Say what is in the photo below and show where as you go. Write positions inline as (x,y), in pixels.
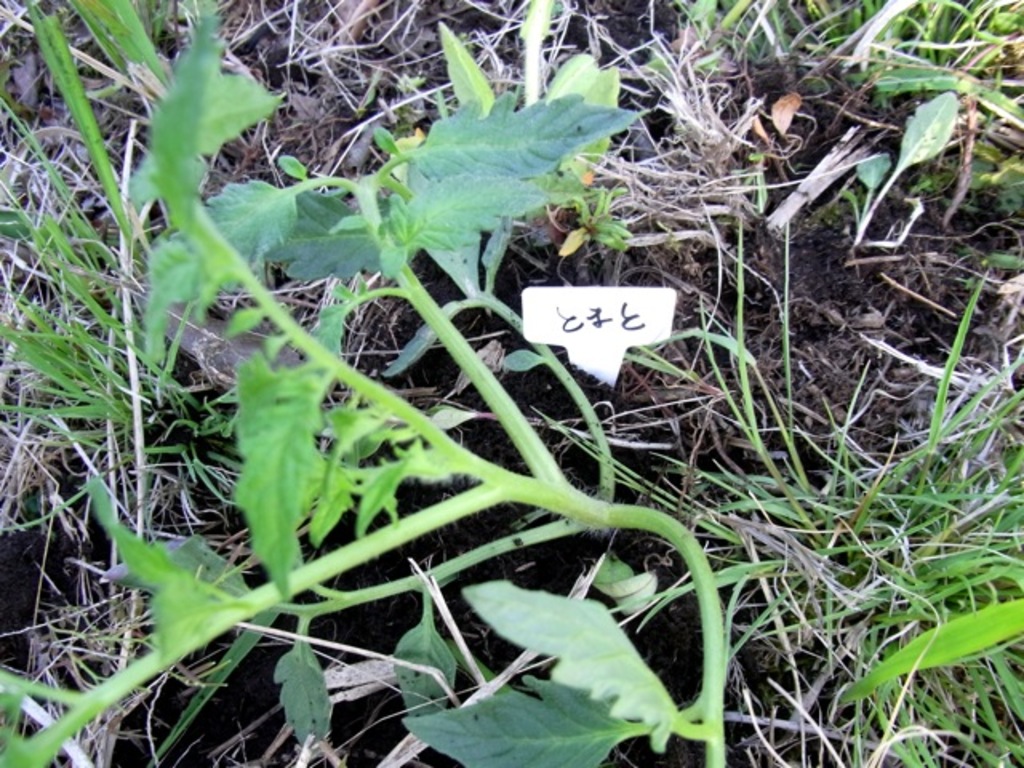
In this image there is leaves (420,237), grass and stems (467,304) on the surface (487,442).
